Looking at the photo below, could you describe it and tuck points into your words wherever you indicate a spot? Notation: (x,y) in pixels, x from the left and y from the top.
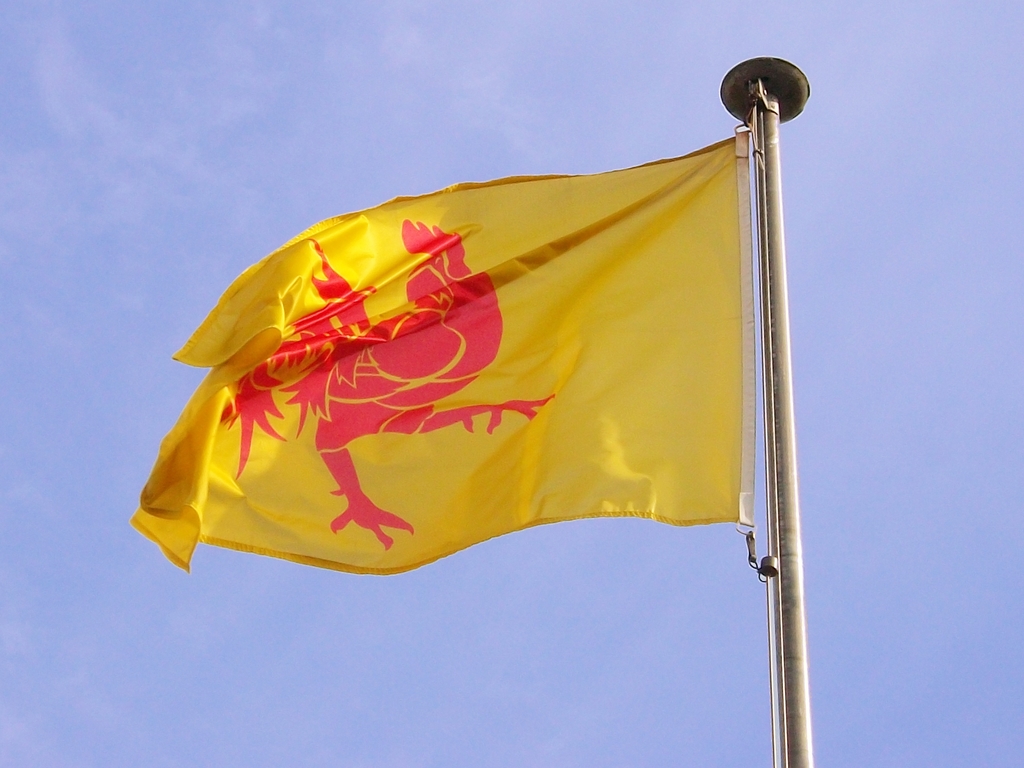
In this image I can see a pole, a yellow colour flag (440,328), the sky (895,701) and here on this flag (406,442) I can see a logo (310,378).
